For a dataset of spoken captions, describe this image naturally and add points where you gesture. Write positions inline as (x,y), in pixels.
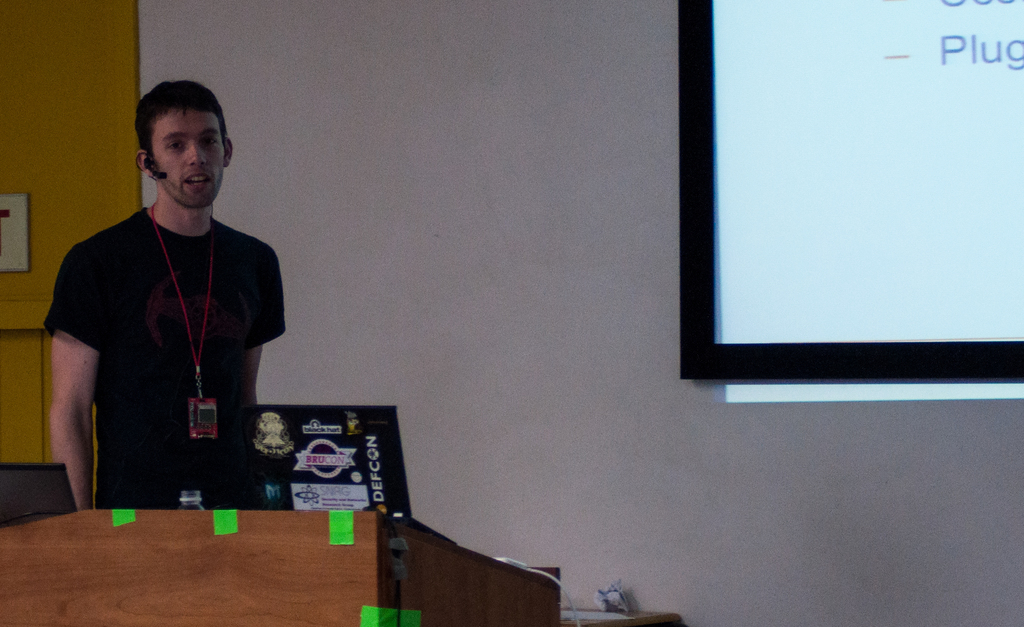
In this image there is a person (176,196) on the left side (103,471) visible in front of a podium (524,598) on the left side (121,473), behind him may be there is the wall (250,156), on which there is a screen (973,332) on the right side (836,215), there is a cable cord (512,563) visible at the bottom (527,566) on the top of podium (525,580).
